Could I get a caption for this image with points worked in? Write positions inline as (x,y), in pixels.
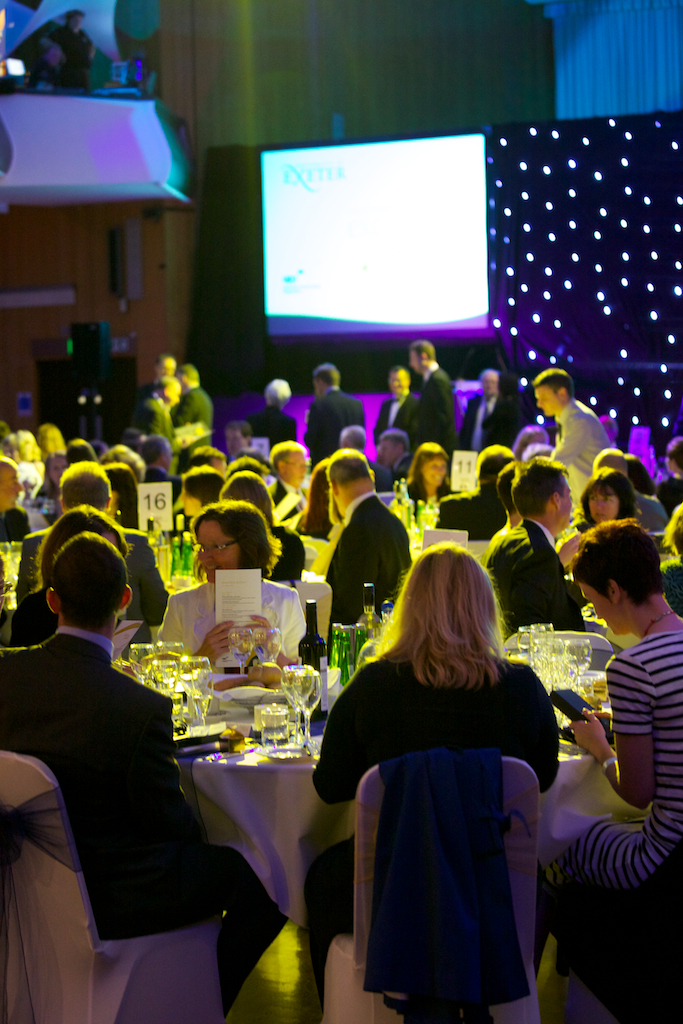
In this image, at the bottom (474,707) there is a woman (474,681), she is sitting on the chair (453,851). On the left (153,871) there is a man (124,868), he is sitting on the chair (164,980). In the middle (264,667) there is a table (298,716) on that there are glasses (316,687), bottles (319,662), some other objects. In the background (183,393) there are many people (384,531), some are sitting, some are standing and there are tables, chairs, lights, posters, screen (354,320), curtains (242,195) and a wall (304,70).
